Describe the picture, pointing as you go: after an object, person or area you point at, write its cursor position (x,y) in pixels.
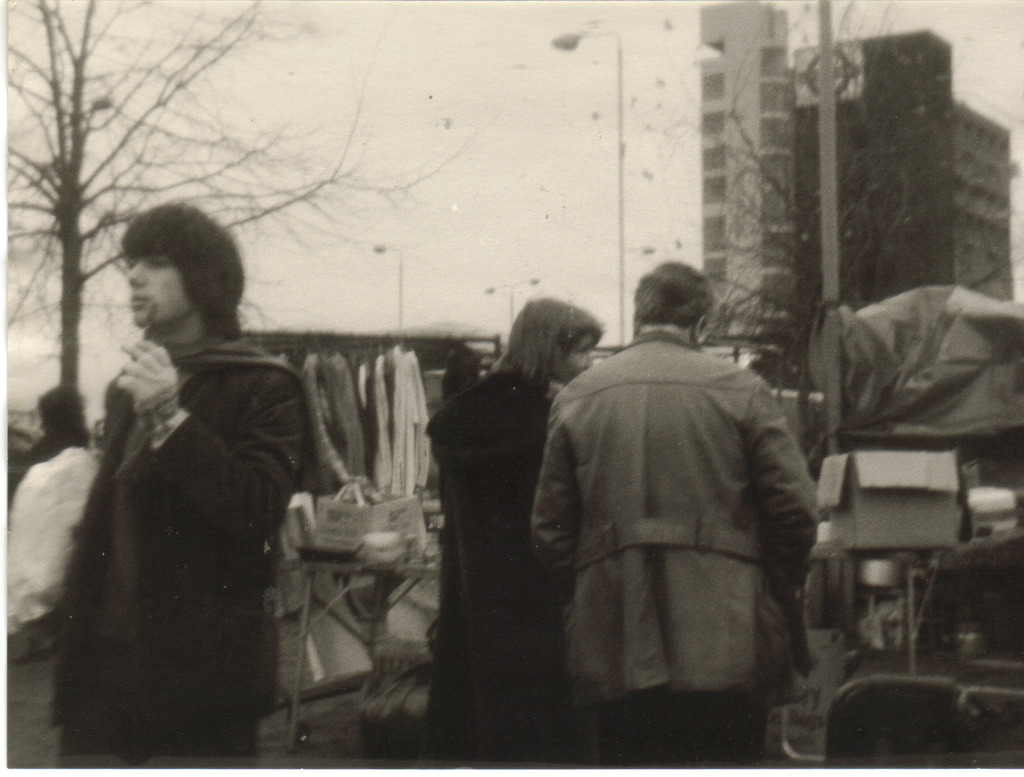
It is a black and white image. In the image there are few people (492,561) standing. In front of them there are cardboard boxes (898,494), tables (347,584) and few other items (961,679). In the background (623,175) there are trees (69,150), poles (825,12) with street lights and buildings (962,197). Also in the background (513,69) there is a sky (397,135).
